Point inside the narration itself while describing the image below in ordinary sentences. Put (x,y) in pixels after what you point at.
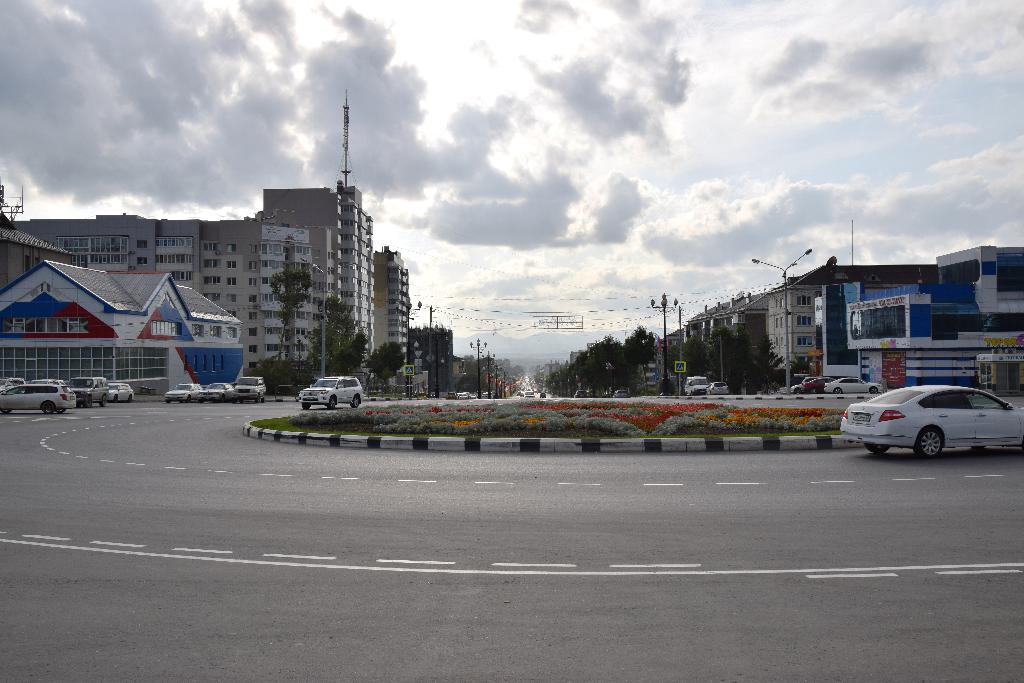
At the top of the image (280,123) we can see sky (504,57) with clouds (446,201), buildings (344,201), towers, trees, street poles (322,317), street lights (785,309), electric poles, electric lights (666,306) and motor vehicles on the road (681,476). At the bottom of the image (445,534) we can see road (336,531) with margins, footpath (781,438), grass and flower beds (644,418).
